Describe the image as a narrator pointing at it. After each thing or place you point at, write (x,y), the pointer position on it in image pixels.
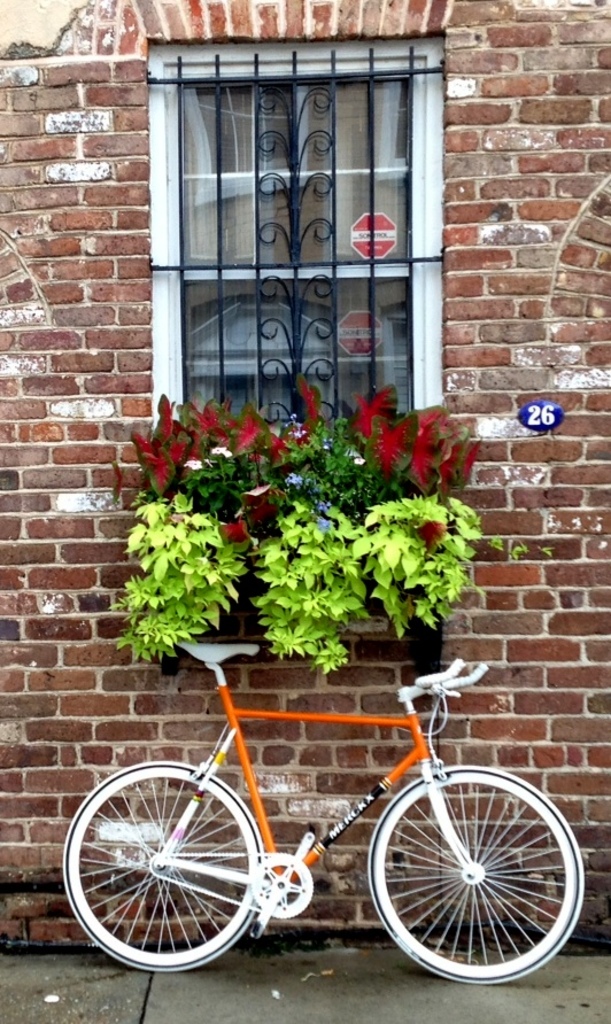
In this image we can see an orange-white color bicycle (320,850). Behind it one wall (79,520) is there. In the middle of the wall (264,685) window (240,199) is present. In front of the window (382,312) some plants (323,577) are there.
